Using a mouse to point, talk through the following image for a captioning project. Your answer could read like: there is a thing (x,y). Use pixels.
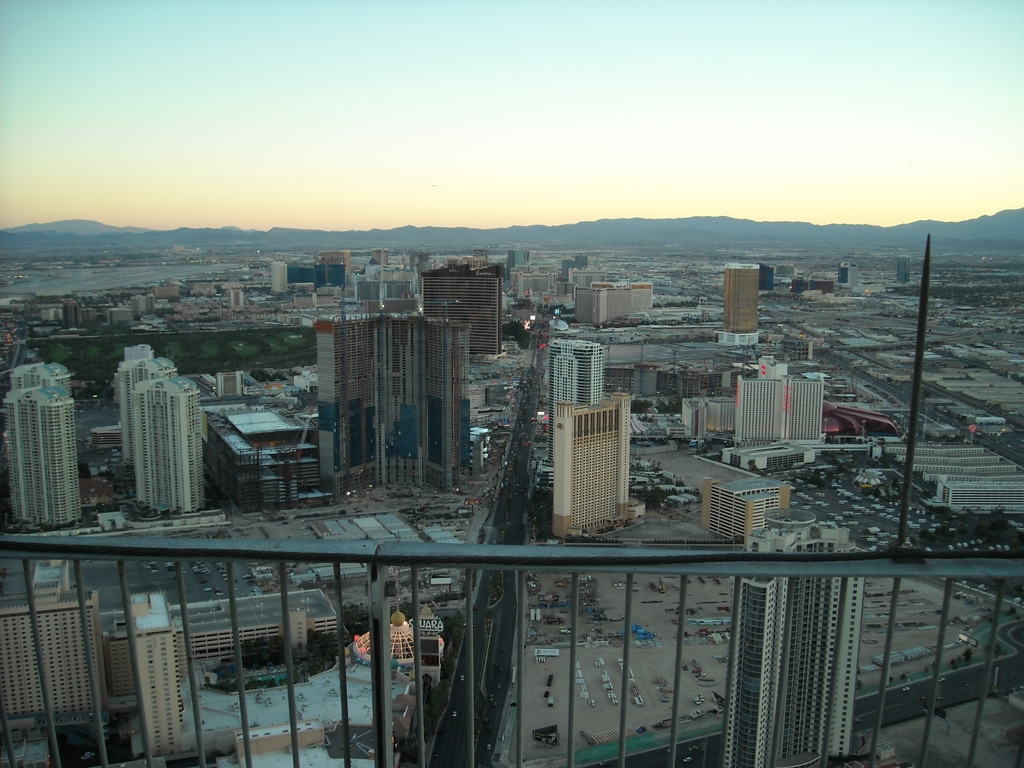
In this picture I can observe buildings (455,419). In the bottom of the picture (231,551) I can observe a railing (938,651). In the background (255,223) there are hills (641,237) and sky (487,144).
